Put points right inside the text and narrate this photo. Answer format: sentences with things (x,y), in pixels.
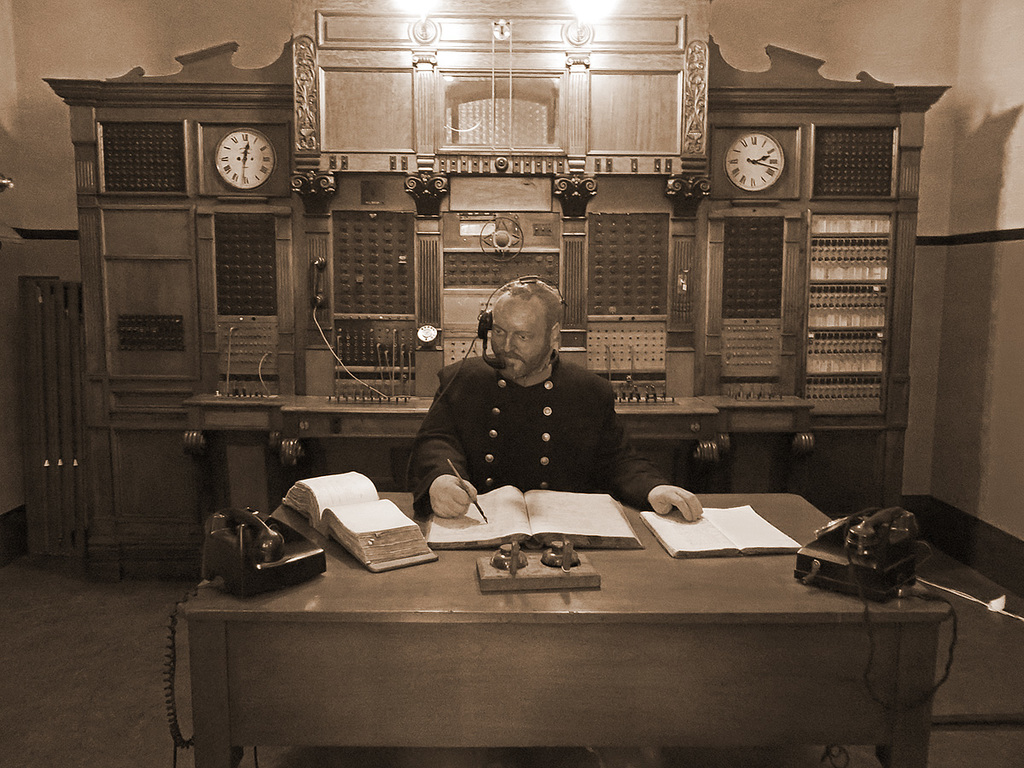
There is a person (578,462) sitting writing something on a book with a pen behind him there is a telephone (253,531) and a wall (26,269) and the clock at back (1009,65).
